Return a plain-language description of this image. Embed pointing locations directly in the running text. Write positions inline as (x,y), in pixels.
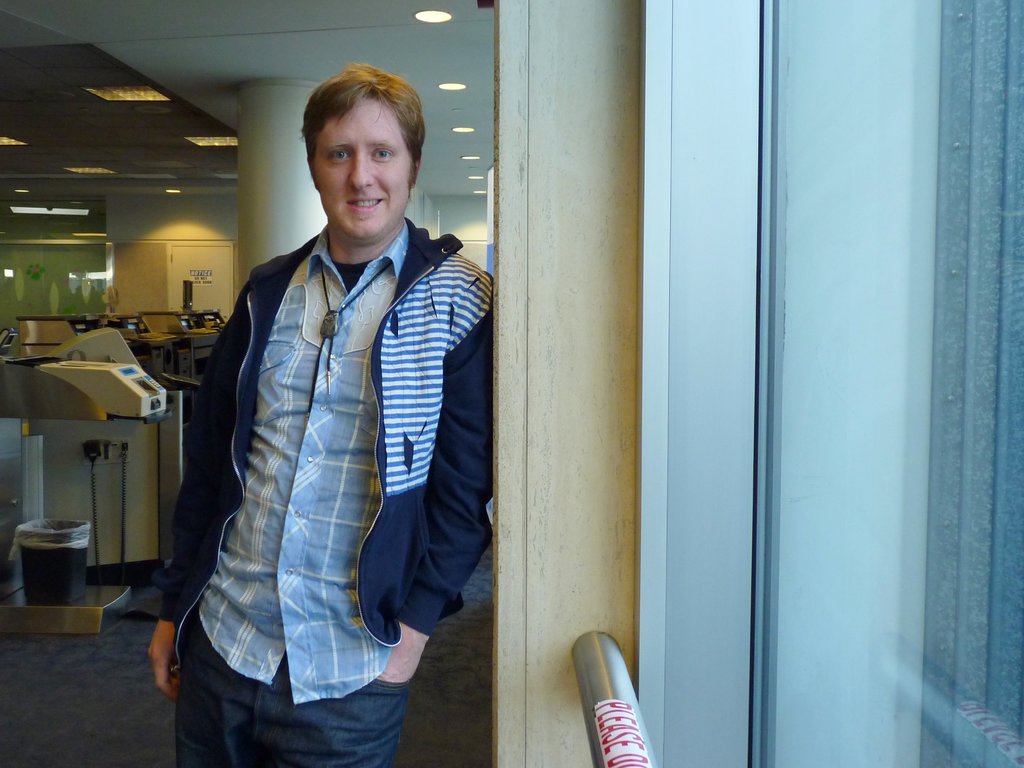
There is a person (269,466) wearing jacket (234,442) is standing and smiling. On the right side (850,226) there is a glass wall (870,445). Also there is a rod (608,698) with something written on that. In the back (287,154) there is a pillar (297,154). On the ceiling (161,57) there are lights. And there is a bin (66,581). And there are electronic items (107,341).
